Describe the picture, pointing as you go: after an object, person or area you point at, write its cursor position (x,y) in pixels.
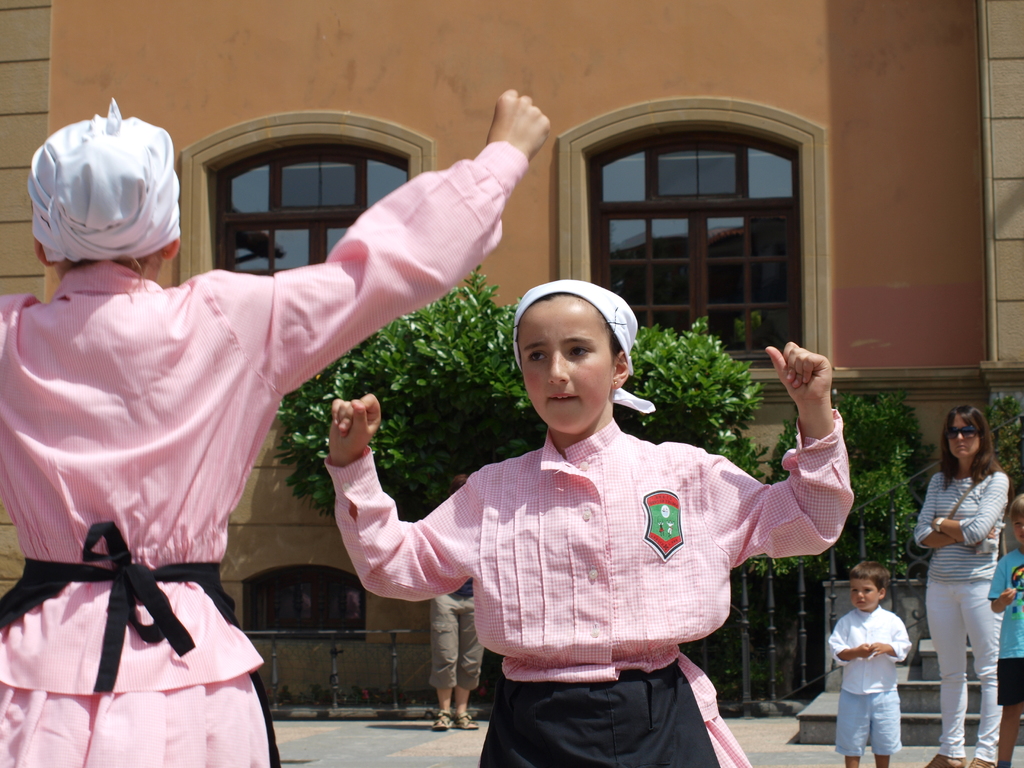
In this image I can see few people (448,541) are standing. I can see two of them are wearing same color of dress (444,546). In the background (644,437) I can see few trees (318,485), a building (601,201) and windows (270,225).
